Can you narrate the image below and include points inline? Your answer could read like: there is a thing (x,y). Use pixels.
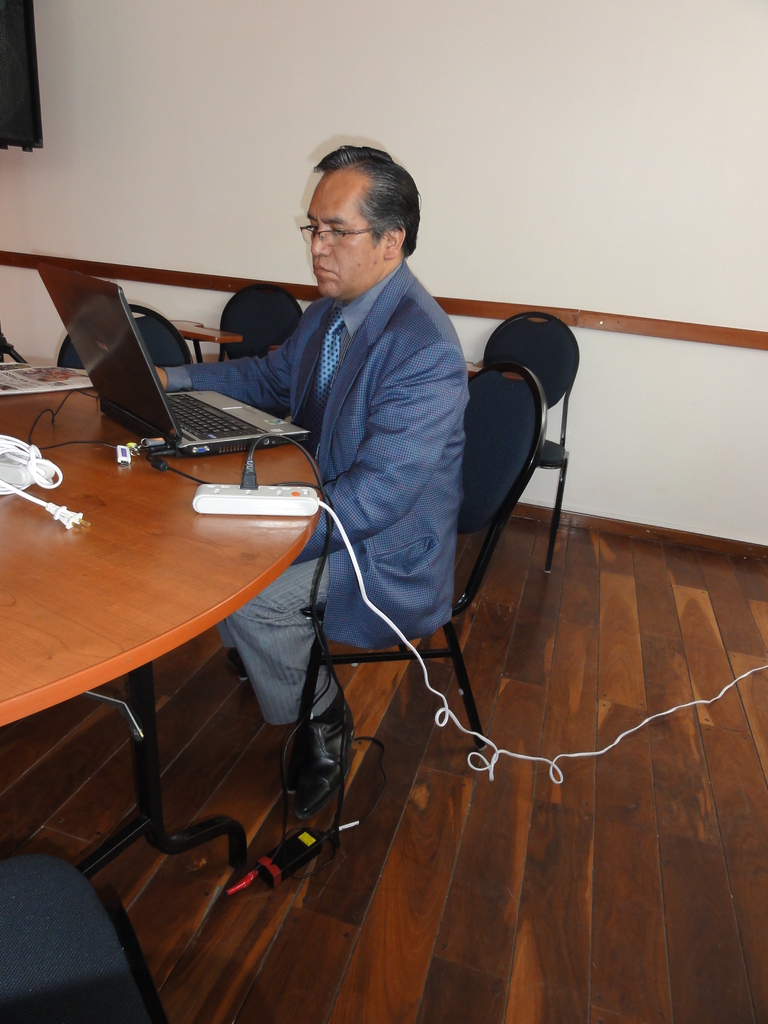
In the image there is a man (374,342) sat wearing a suit (418,478) sat on chair (490,389) using a laptop (307,430) which is on the table (150,617). The floor (163,713) is of wood (583,860), this seems to be a meeting area (584,175).
